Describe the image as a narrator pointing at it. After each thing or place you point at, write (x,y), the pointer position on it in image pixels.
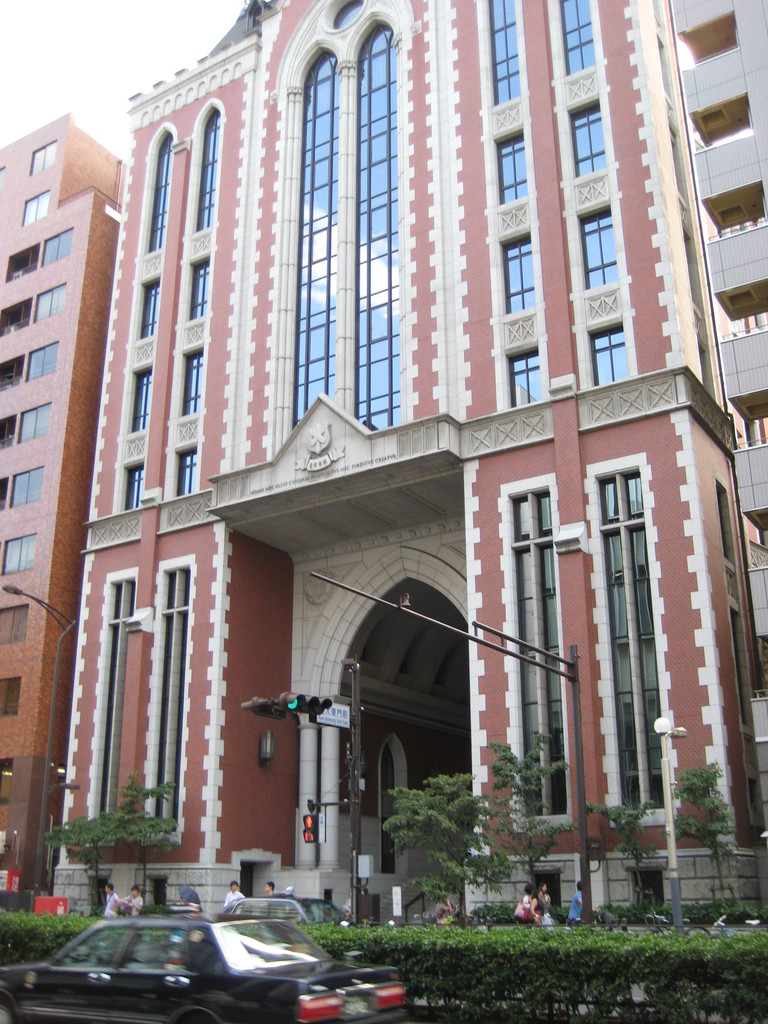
In this picture there is a building (408,504) in the center of the image (408,608) and there is a traffic pole (355,704) in the center of the image (350,666), there are cars (199,926) and plants (404,940) at the bottom side of the image (751,903), there are people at the bottom side of the image (119,893).
